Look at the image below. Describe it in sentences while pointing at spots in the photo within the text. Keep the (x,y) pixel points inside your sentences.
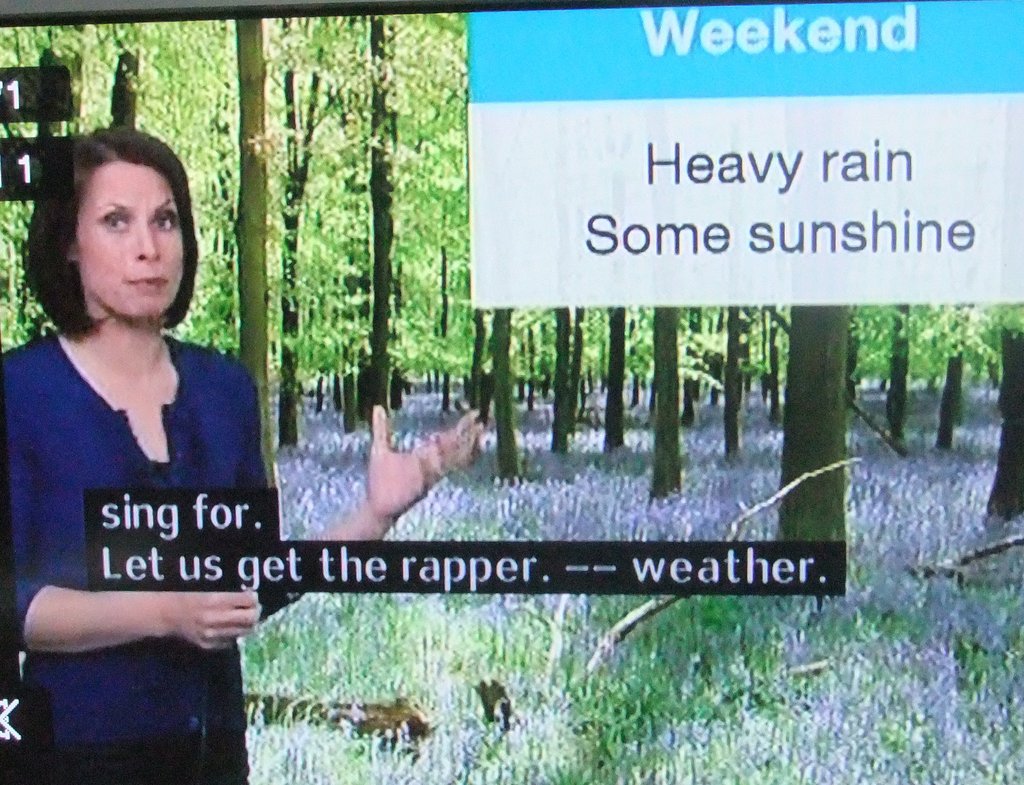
In this image I can see the television screen (421,477) in which I can see a woman (126,452) wearing blue colored dress (126,459) is standing, few plants (718,473) which are purple in color and few trees (387,229) which are green in color.
